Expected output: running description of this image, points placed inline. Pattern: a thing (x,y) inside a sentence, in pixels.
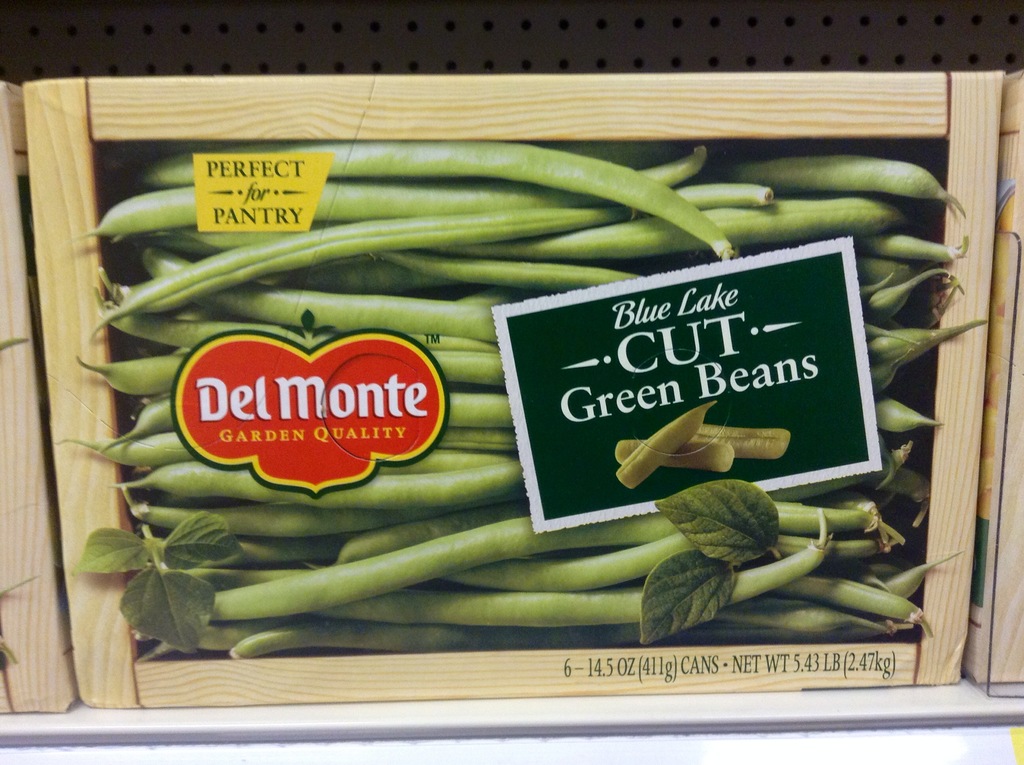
In this image, in the middle (449,421), we can see a wood frame (958,161), in the wood frame (805,285), we can see some vegetables (446,356) and some text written on it. On the right side (1005,259) and left side, we can see wood frames (1014,249). In the background (143,64), we can see a wall (259,65). At the bottom (820,753), we can see white color.
